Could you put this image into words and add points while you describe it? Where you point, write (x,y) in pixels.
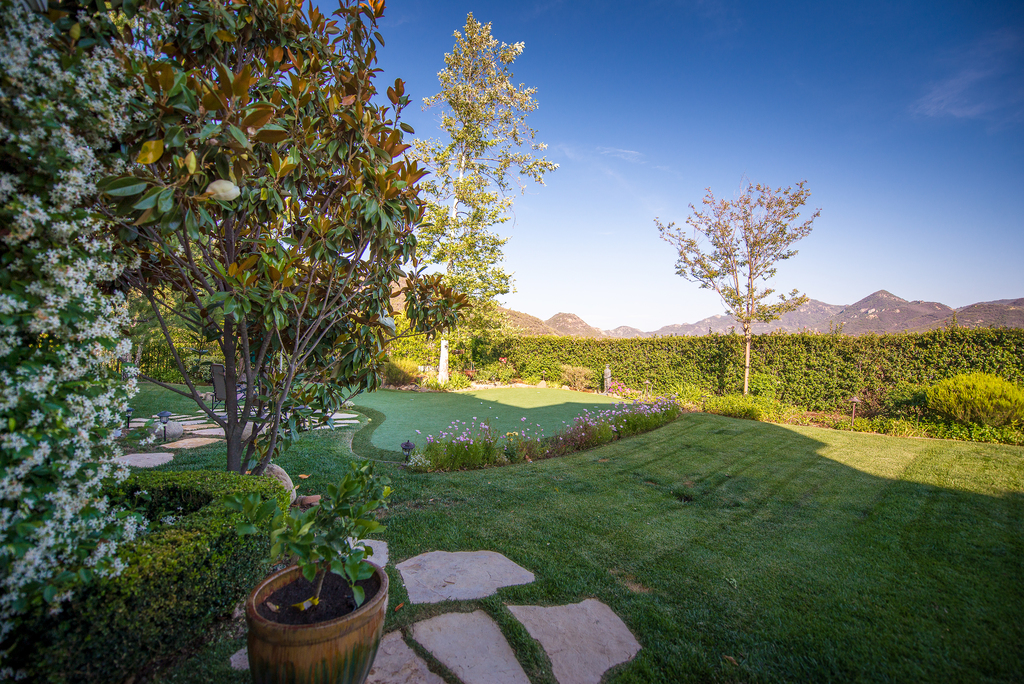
In this image we can see few plants (597,432), flowers (625,393) and the grass (624,441). Behind the grass (578,413) there are groups of plants (500,356). In the background (809,306), we can see mountains (862,312). On the left side (137,349), we can see a group of plants (184,484) and flowers (46,96). At the top (695,93) we can see the sky (564,180).
